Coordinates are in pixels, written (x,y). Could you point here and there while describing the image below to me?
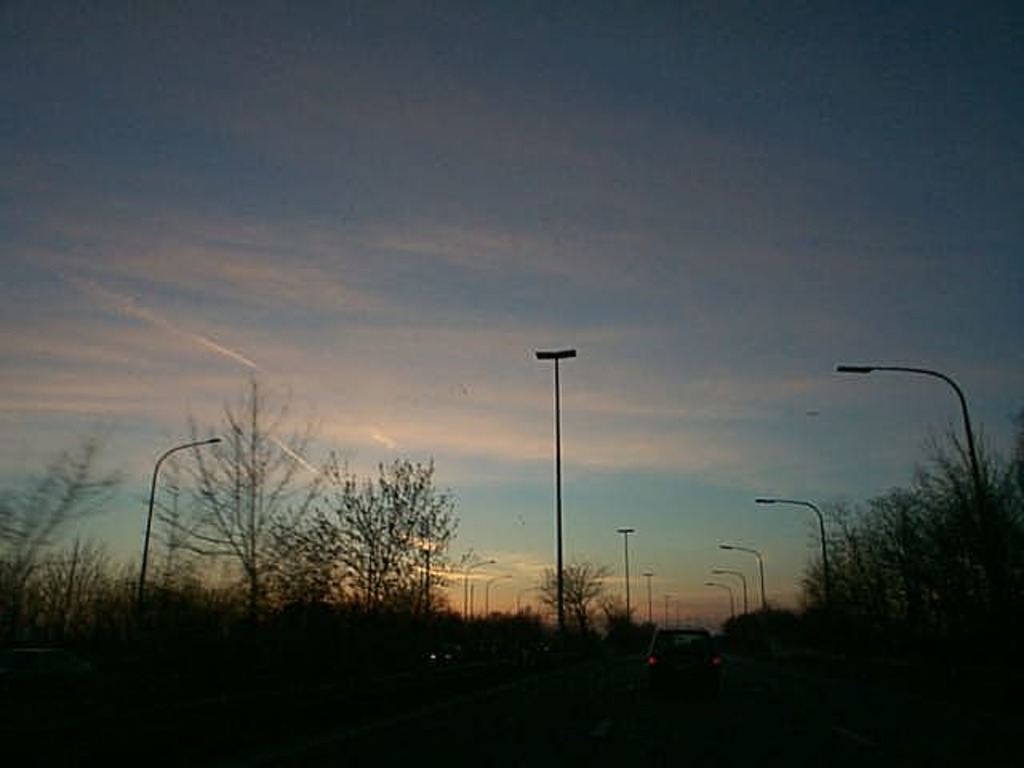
In this image, I can see trees (882,614), street lights (557,507) and a vehicle (671,664) on the road (549,707). In the background (342,223), there is the sky (208,199).
